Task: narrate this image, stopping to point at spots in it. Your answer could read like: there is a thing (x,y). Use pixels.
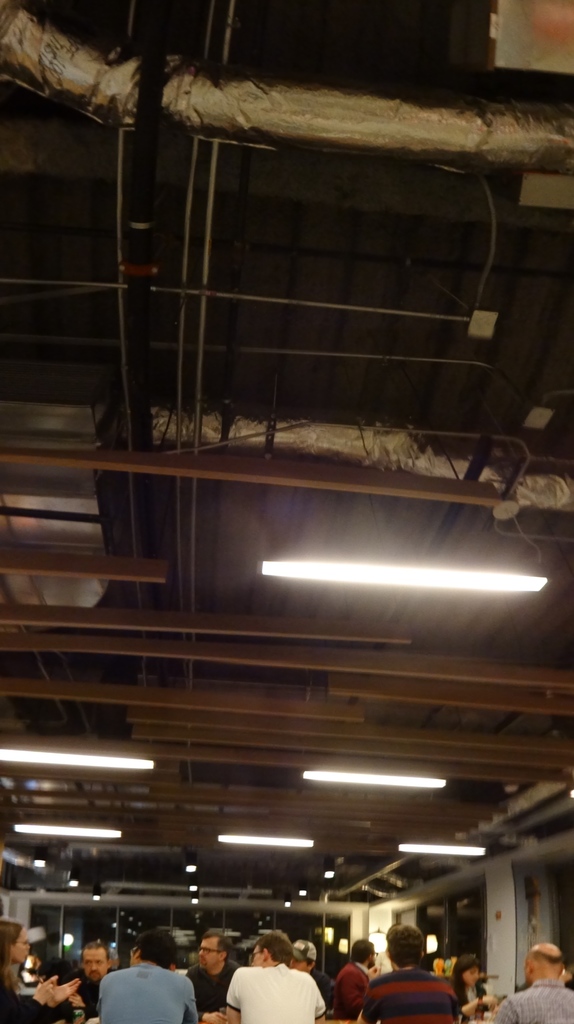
In this image, we can see some people (324,976), at the top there is a shed (168,574) and we can see some lights (477,849).
